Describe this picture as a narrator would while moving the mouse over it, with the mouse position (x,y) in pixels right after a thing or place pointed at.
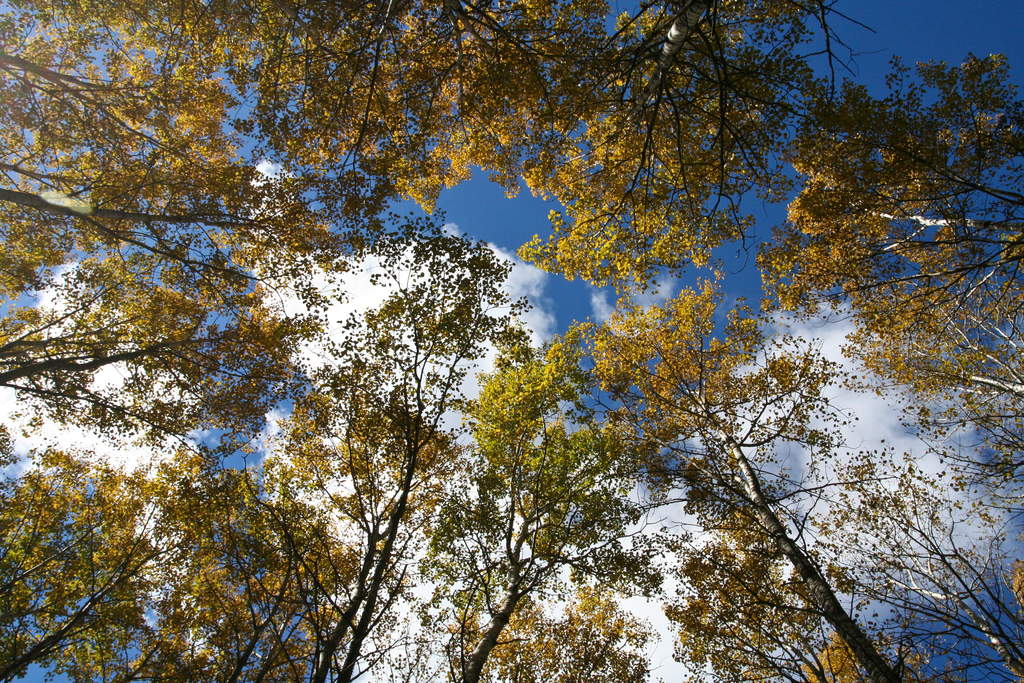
In the front of the image (132,69) there are trees (885,210). In the background of the image (512,210) I can see a cloudy sky (488,211).
